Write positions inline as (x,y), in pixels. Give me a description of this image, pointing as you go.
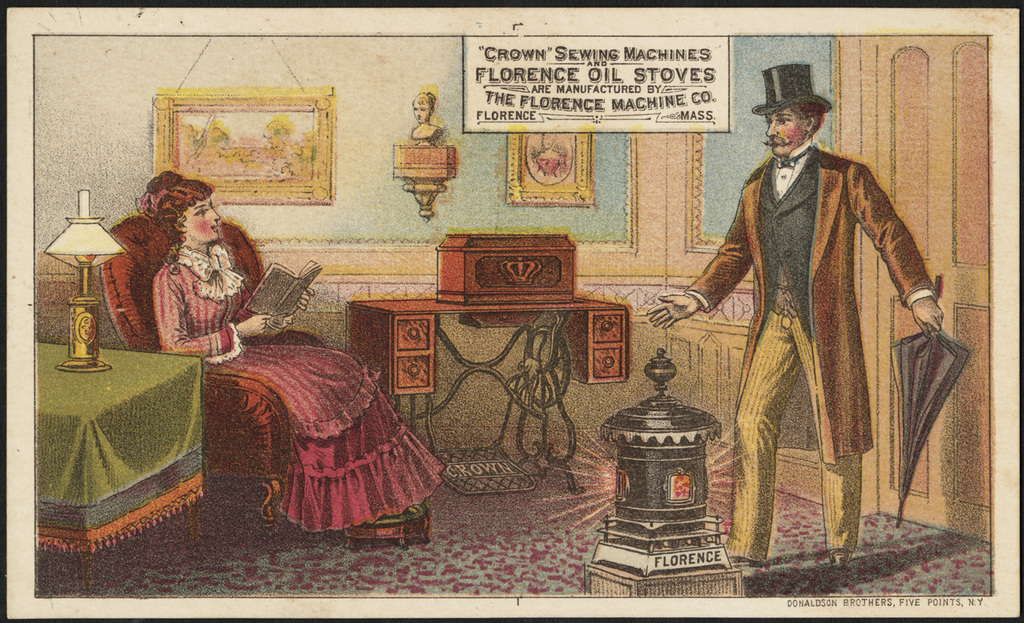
In this image there is a painting picture as we can see there is one person (734,263) standing on the right side of this image (802,295) is wearing black color cap (781,91) and holding an umbrella (933,407). There is one another person (276,372) on the left side of this image (235,352) is sitting on the chair (159,339) and holding a book (293,307). There is a table (110,408) covered with a cloth (98,456) on the left side of this image (50,444), and there is one lamp (75,310) kept on to this table (128,394). There is a wall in the background (527,220). There are some photo frames (232,155) attached on it. There is a wooden table (467,313) in middle of this image (497,300). There is a floor (526,511) in the bottom of this image (514,514). There is a door (901,338) on the right side of this image (940,216).
